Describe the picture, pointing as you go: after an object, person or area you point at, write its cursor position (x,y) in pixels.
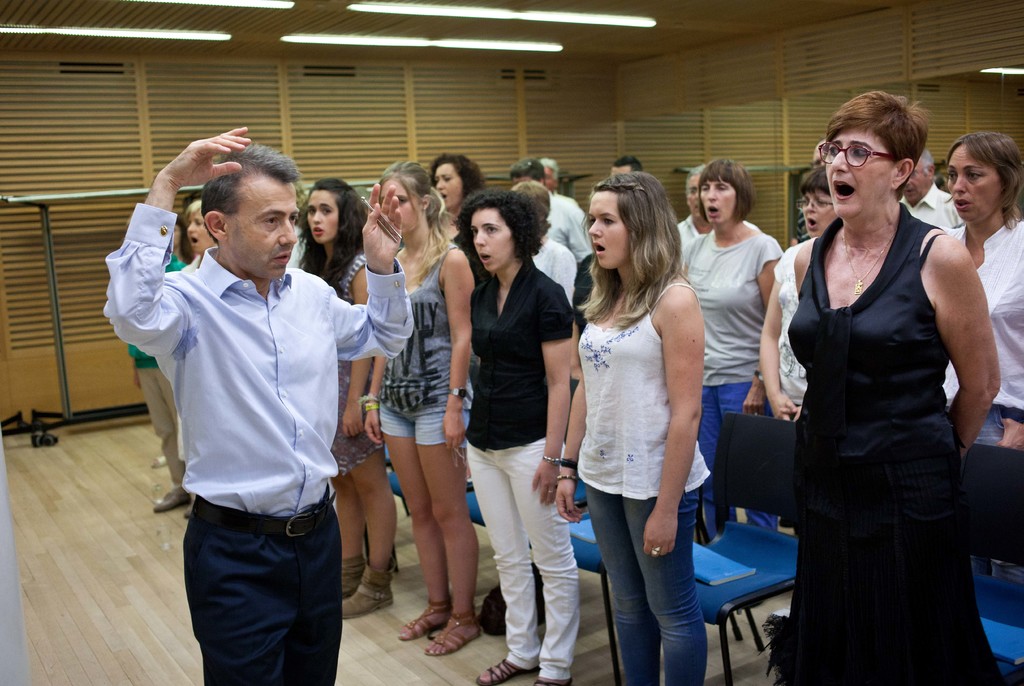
This picture is clicked inside the hall (99,243) and we can see the group of people (452,192) standing on the ground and we can see the chairs (997,499) and the books (714,558) are placed on the chairs (757,504). In the background (176,120) we can see the window blinds (656,68), windows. At the top (303,22) there is a roof (257,45) and the lights (175,38) and we can see some other objects (52,260). On the left (323,325) there is a man (258,352) wearing shirt (275,330), holding some object (387,226) and seems to be standing on the ground (365,645).
